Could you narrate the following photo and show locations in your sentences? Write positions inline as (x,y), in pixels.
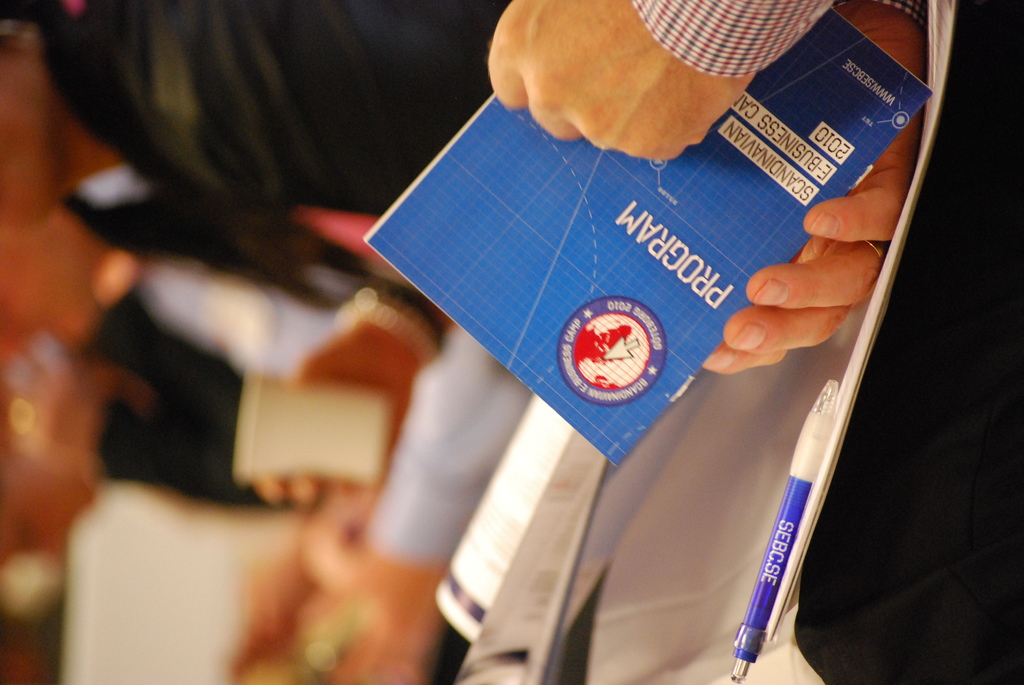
In the image in the center (509,357), we can see one person (621,53) holding a book (652,291). And we can see books (639,310), bags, one pen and a few other objects (440,595).
